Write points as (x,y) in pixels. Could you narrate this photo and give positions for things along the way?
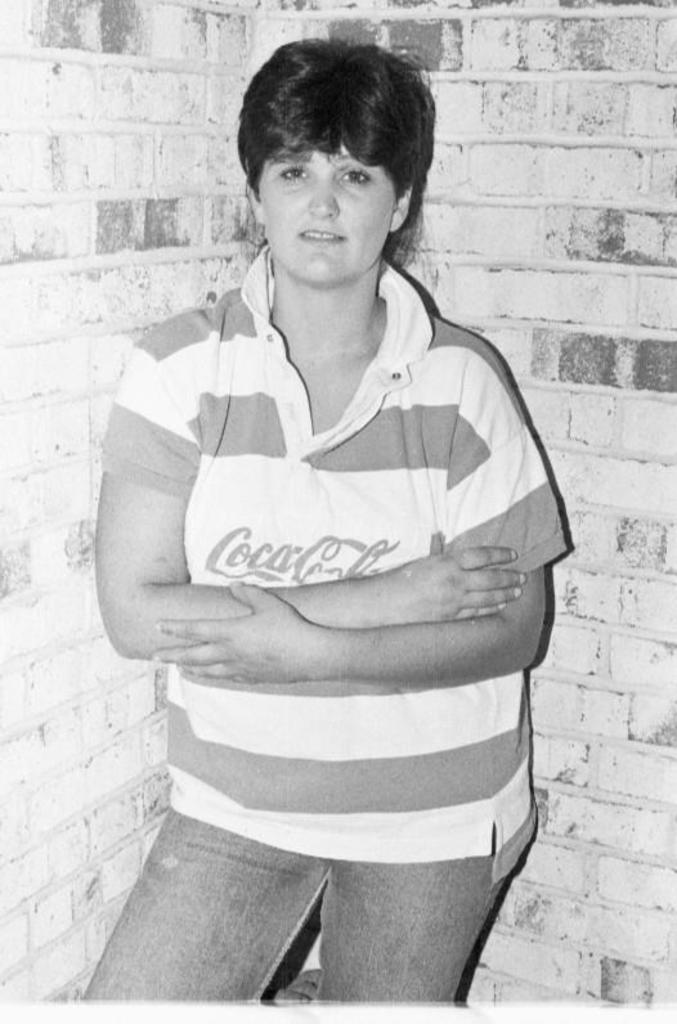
In this image, we can see a lady (402,655) standing and in the background (80,129), there is a wall (544,348).
